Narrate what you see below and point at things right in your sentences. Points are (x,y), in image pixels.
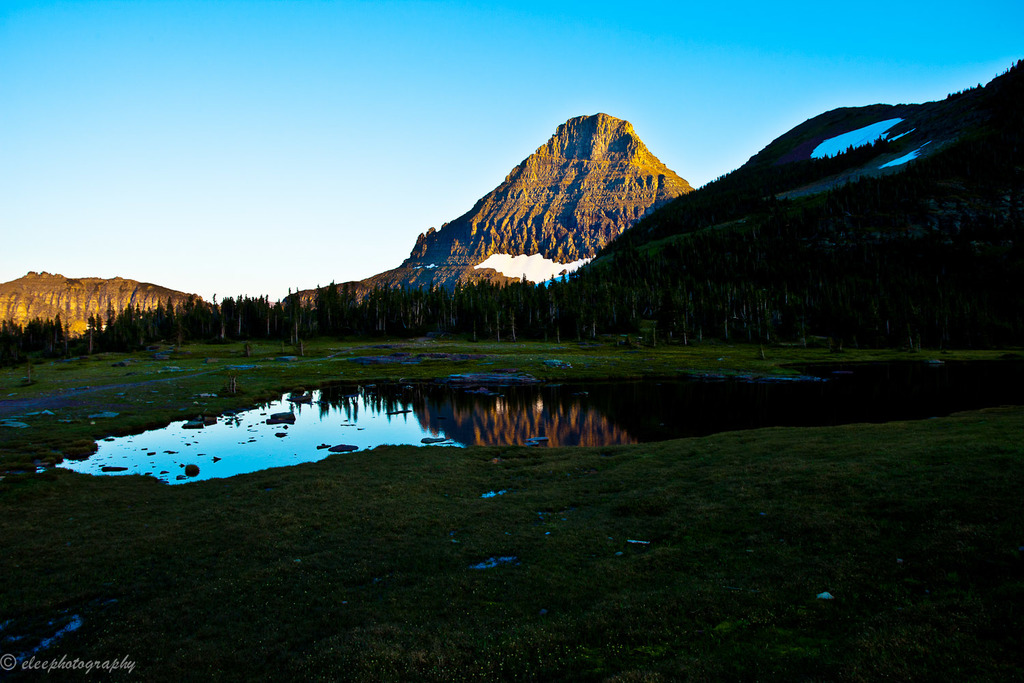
In this picture we can see grass (614,490) at the bottom (688,544), there is water (502,438) in the middle (467,427), in the background (437,309) there are some trees (589,322) and hills (658,179), we can see the sky (523,63) at the top of the picture (523,63).
